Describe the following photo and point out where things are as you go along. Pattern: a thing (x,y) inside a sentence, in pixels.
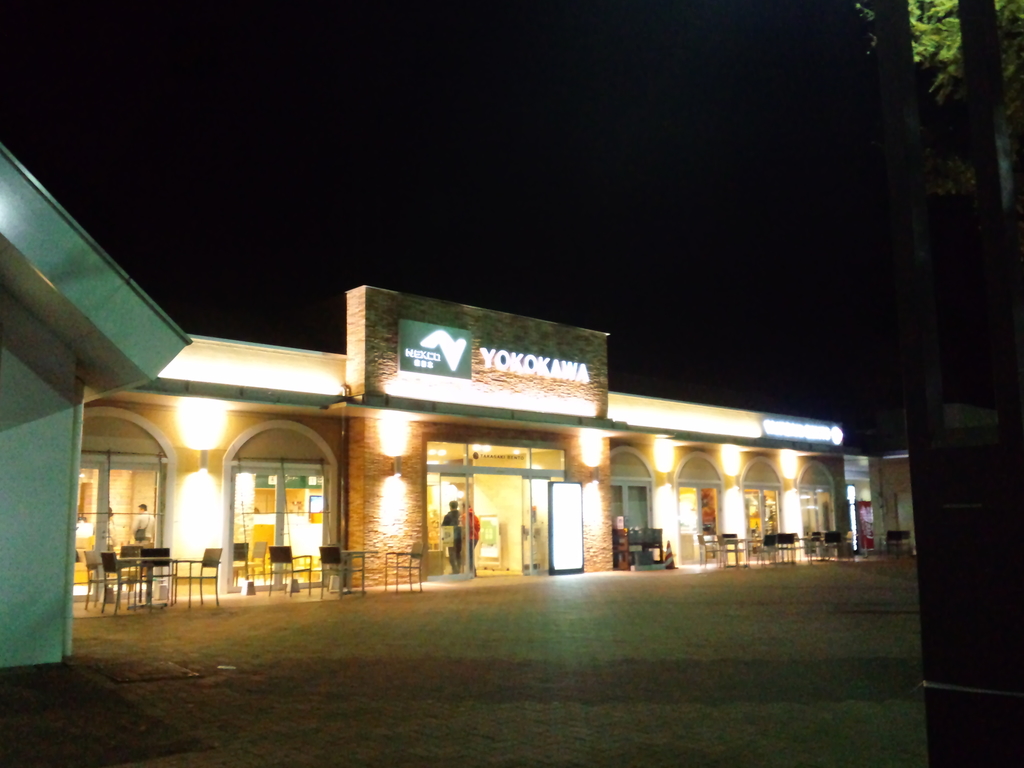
This picture is clicked outside. In the center (575,361) we can see the tables (168,559), chairs (829,544) and some other items (867,528) and there is a building (502,426) and we can see the door (470,474) of the building (538,487) and we can see the text (419,361) on the building (394,356) and the group of people (476,521). In the background (630,174) there is a sky (627,160). On the right corner (924,294) we can see the green color object (936,43) seems to be the tree (934,61).
